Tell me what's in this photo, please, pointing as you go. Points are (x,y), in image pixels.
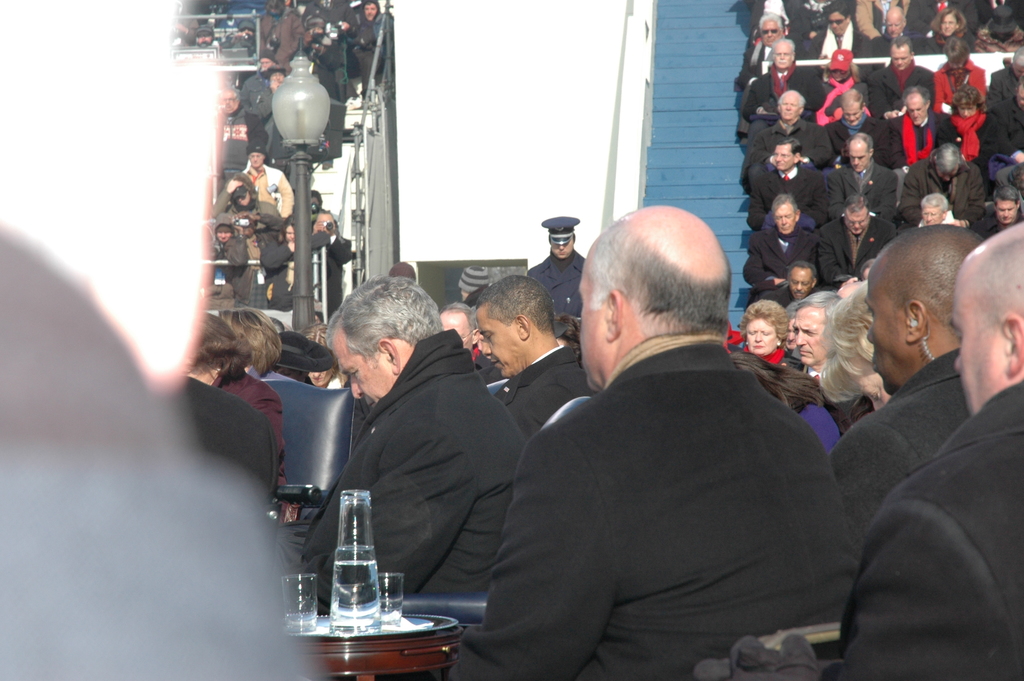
There are groups of people (747,523) sitting. This is a table (333,639) with the glasses (310,627) and a water jug (365,610). These are the stairs (738,274). This looks like a light pole (309,167). Here is a person (580,270) standing. I think this is the wall (543,90).
